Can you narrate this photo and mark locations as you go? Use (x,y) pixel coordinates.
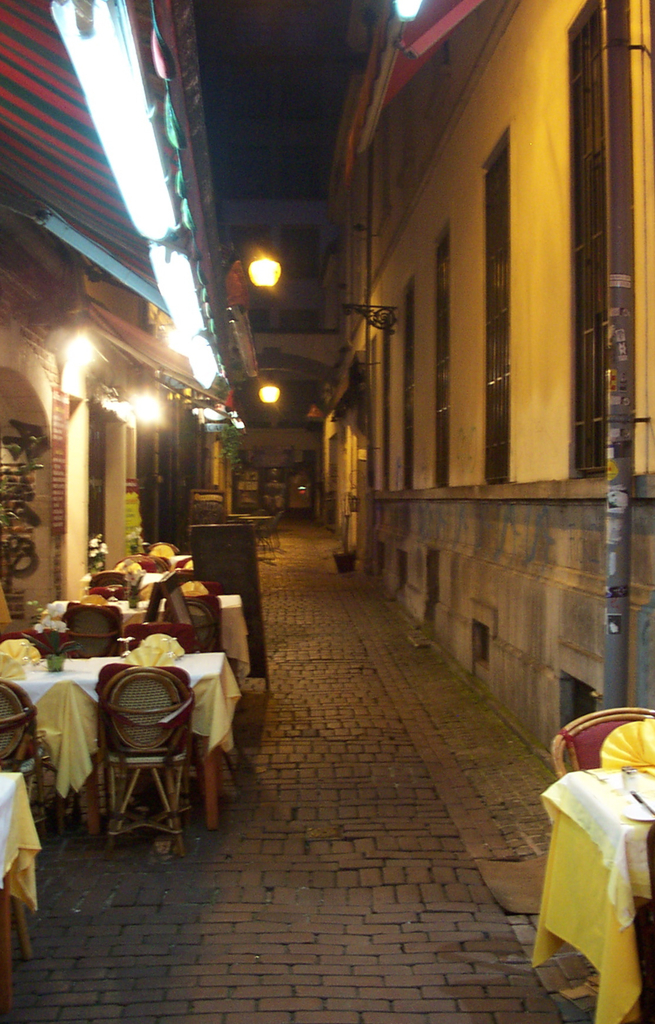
There are chairs (163,692) around the tables (229,603), there are objects (175,649) on the table (205,659) and a pole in the foreground area of the image (119,661), it seems like architectures (229,370), roofs (204,392) and the sky (222,8) in the background (396,324).
